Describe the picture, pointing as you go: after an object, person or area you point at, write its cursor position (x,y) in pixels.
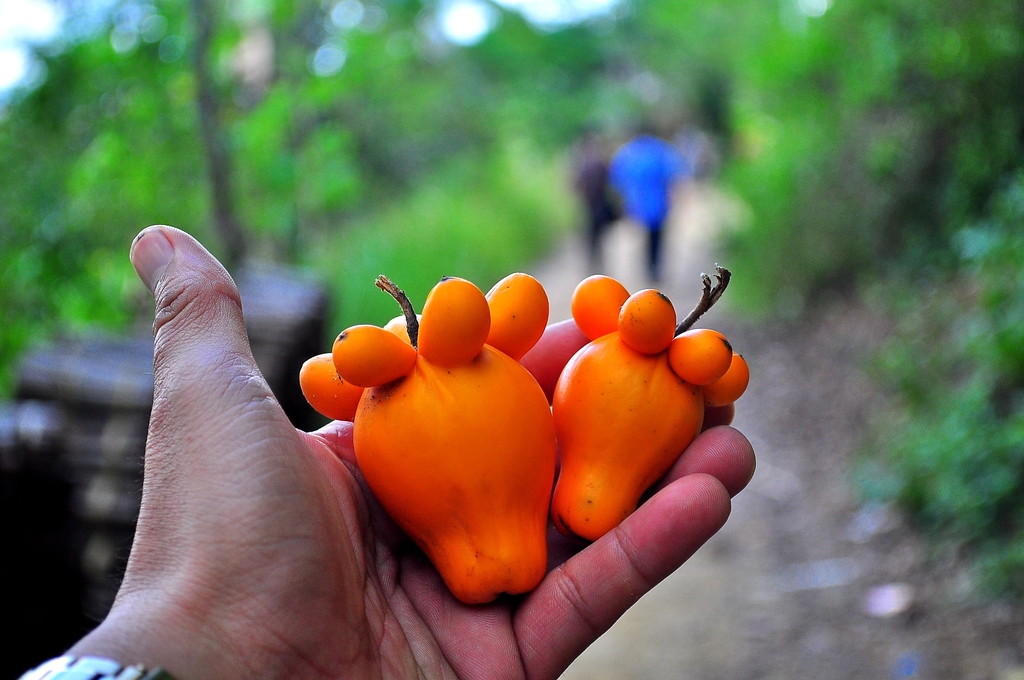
In this picture I can see a person's hand (272,566) in front and on the hand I see the orange color things (472,410). In the background (56,405) I see that it is totally blurred and I see the path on which there are 2 more persons (639,162).
